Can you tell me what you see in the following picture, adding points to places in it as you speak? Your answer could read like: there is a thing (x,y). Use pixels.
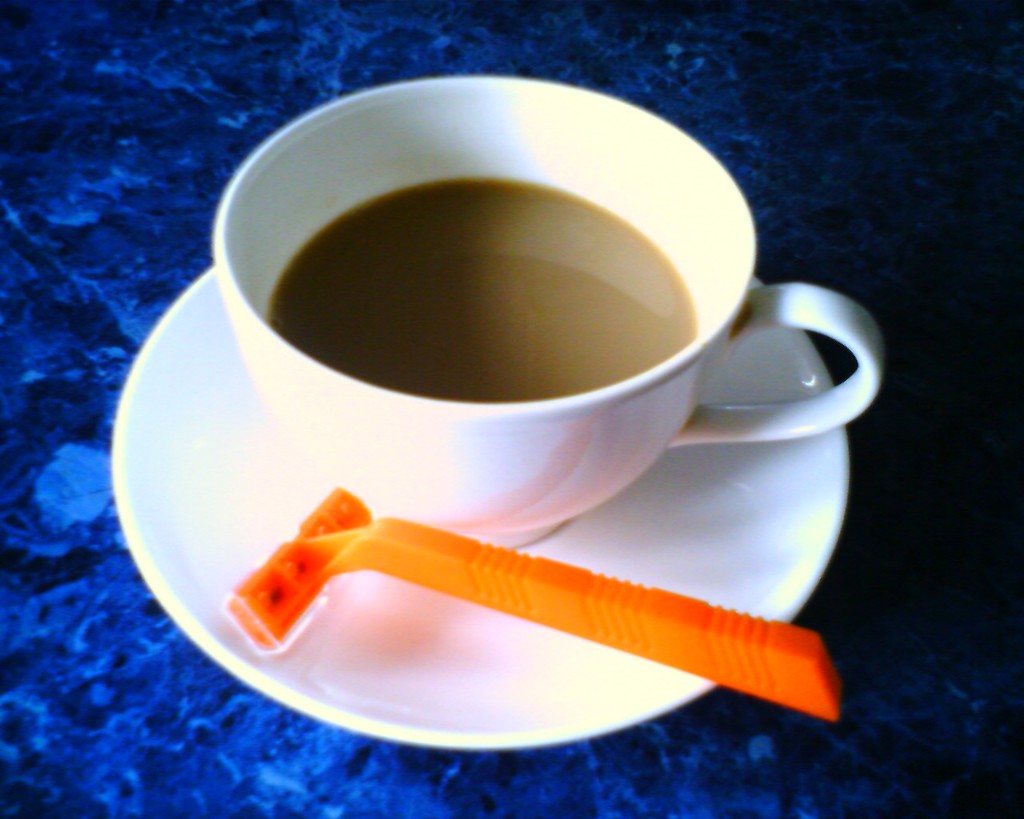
In the center of the image (577,363), we can see a cup (509,474) with saucer (480,606) and there is a razor (653,616) and the cup (569,406) is filled with drink (514,327). At the bottom (832,762), there is table (878,619).
